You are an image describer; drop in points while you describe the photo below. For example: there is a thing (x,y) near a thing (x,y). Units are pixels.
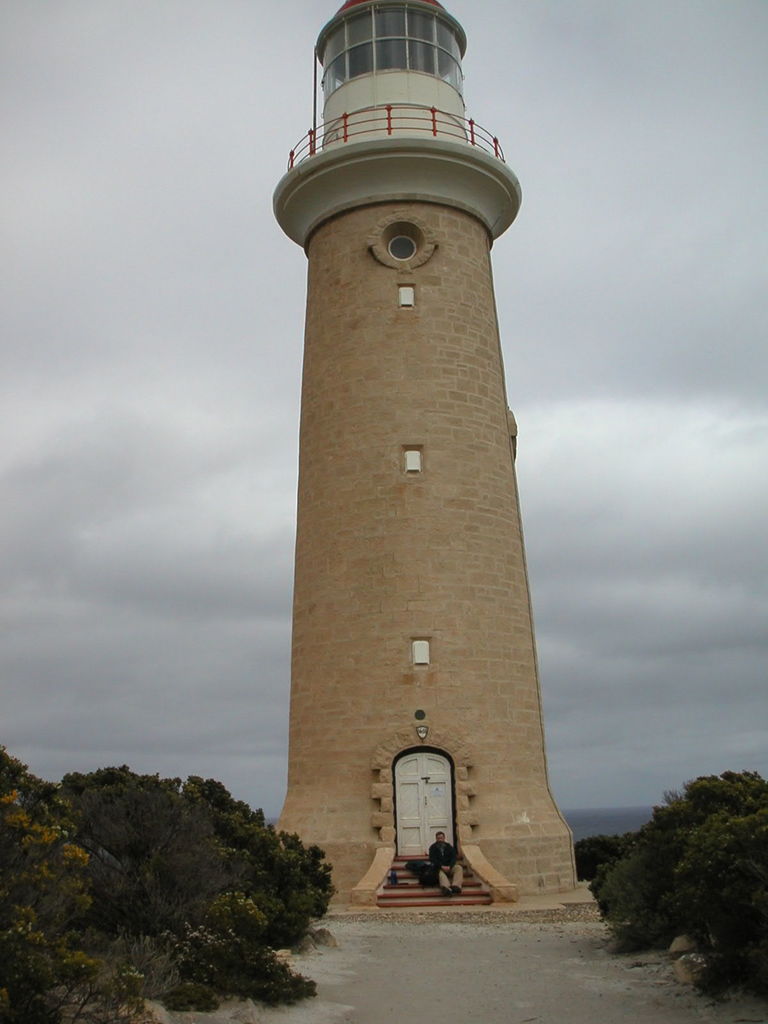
In this picture we can see a brown color light house (446,429). In the front (441,873) there is a man (447,862) sitting on the steps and white door (435,831) in the back (419,815). On both the sides we can see some trees (262,990).
